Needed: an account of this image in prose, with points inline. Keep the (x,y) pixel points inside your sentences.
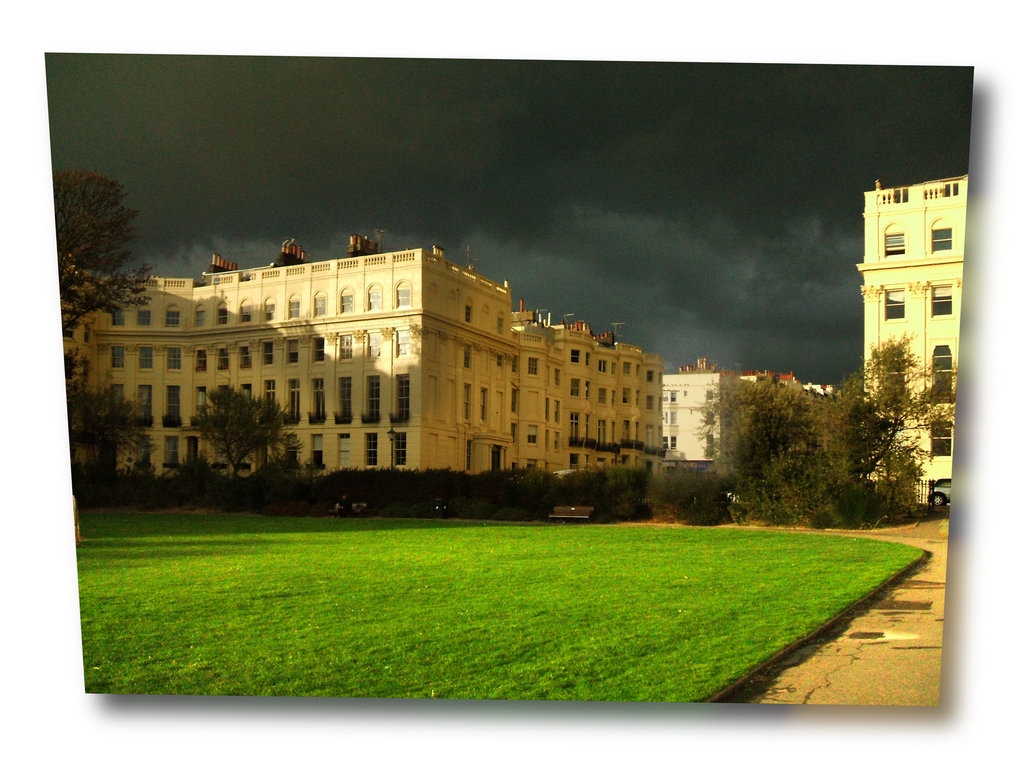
In this image I can see grass (568,605), few trees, few buildings (493,409), clouds (457,245), the sky (534,177) and number of windows (545,415). I can also see a bench (585,513) over there.
